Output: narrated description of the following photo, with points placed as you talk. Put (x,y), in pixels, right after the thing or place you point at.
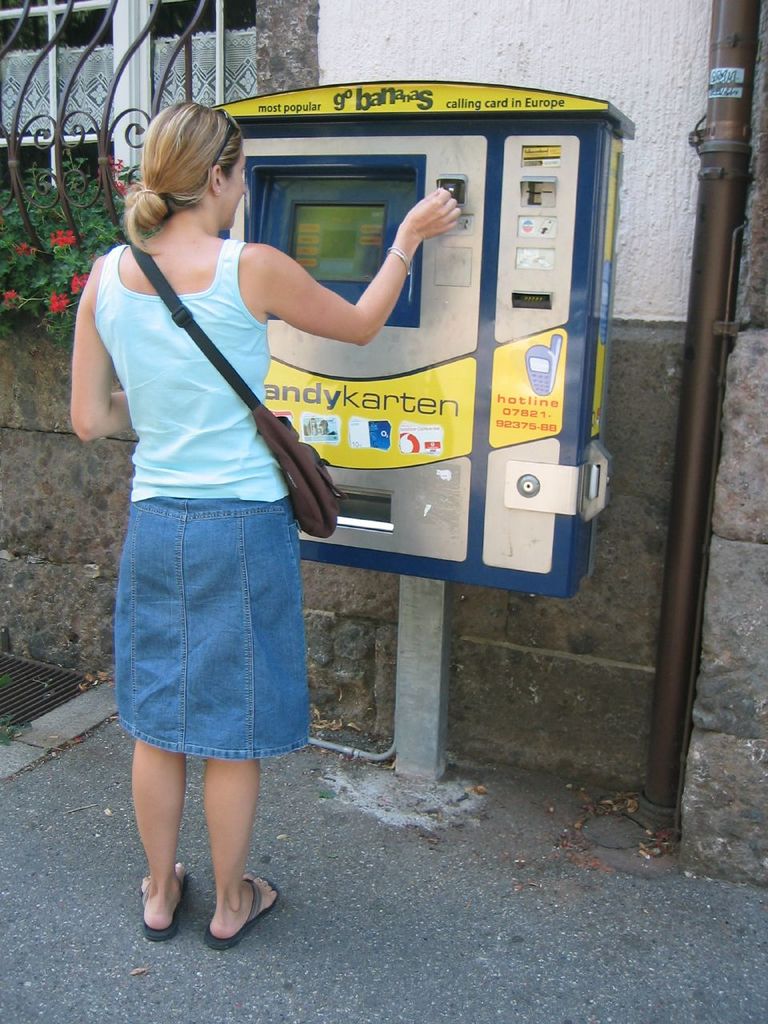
In this image on the left side (214,528) there is one woman (264,485) who is standing, and in front of her there is some machine (379,372) and she is wearing a bag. And in the background (111,234) there is a railing (115,224), plants (106,243), flowers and pipe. At the bottom (75,906) there is road (424,904).
